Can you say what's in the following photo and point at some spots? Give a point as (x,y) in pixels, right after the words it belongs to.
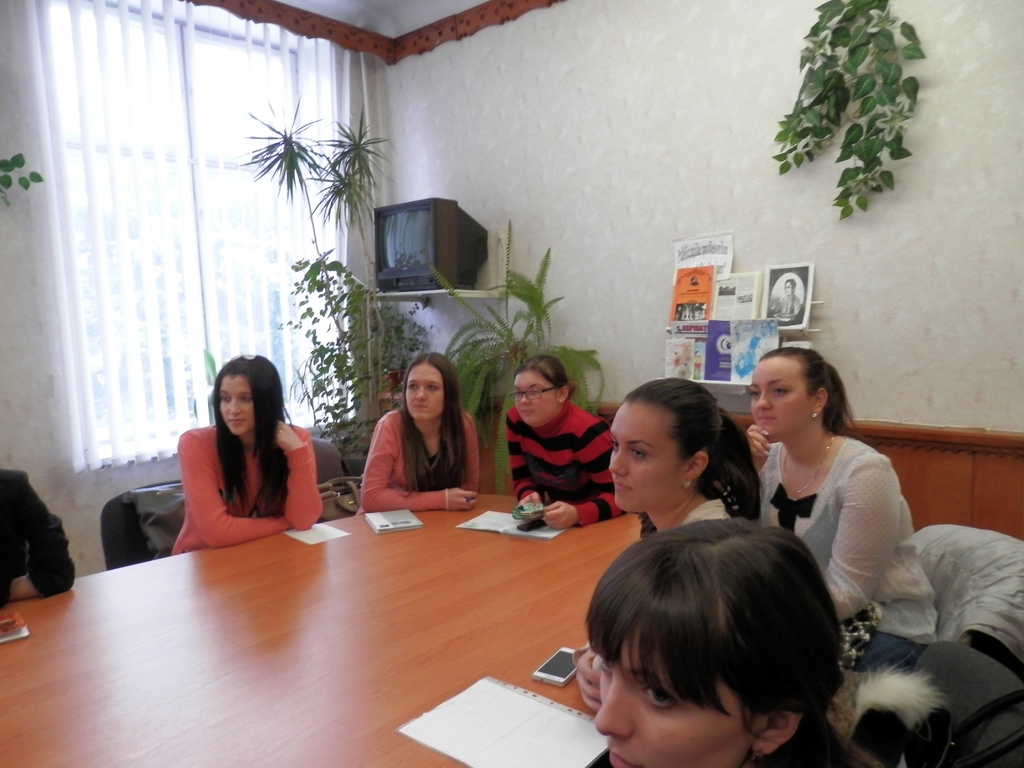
In this image, we can see a table (409,656). On top of the table (220,714), we can see file (464,728), mobile (556,681) and some book (389,520). Around the table (416,540), few people (236,497) are sat on the chair (954,693). here we can found a book shelf (732,332) and plants (517,355). There is a television (476,273) in the room (492,285). we can see window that is closed with a window shades (74,311).
